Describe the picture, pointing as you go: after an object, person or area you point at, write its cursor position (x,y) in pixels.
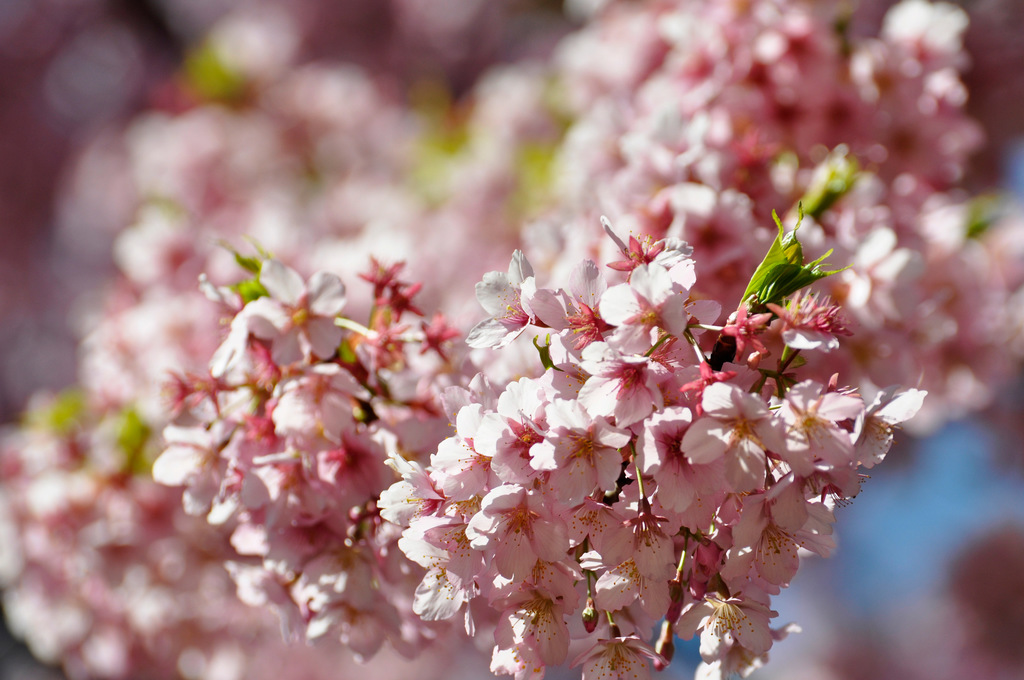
In this image, I can see a bunch of flowers (534,488), which are light pink in color. This looks like a leaf (787,278). The background (711,130) looks blurry.
